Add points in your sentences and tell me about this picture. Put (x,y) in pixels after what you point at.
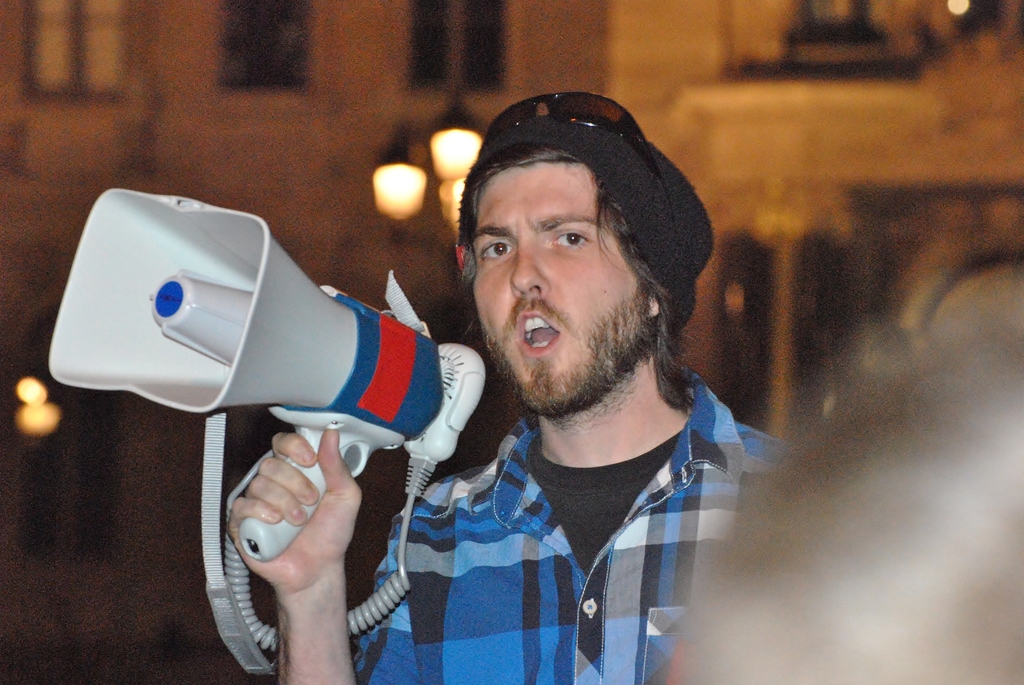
In this image I can see a person (632,523) wearing black cap (644,208), black and blue colored dress (593,484) is holding a megaphone (373,387) which is white, blue and red in color. In the background (603,84) I can see a building (279,114) and few lights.
